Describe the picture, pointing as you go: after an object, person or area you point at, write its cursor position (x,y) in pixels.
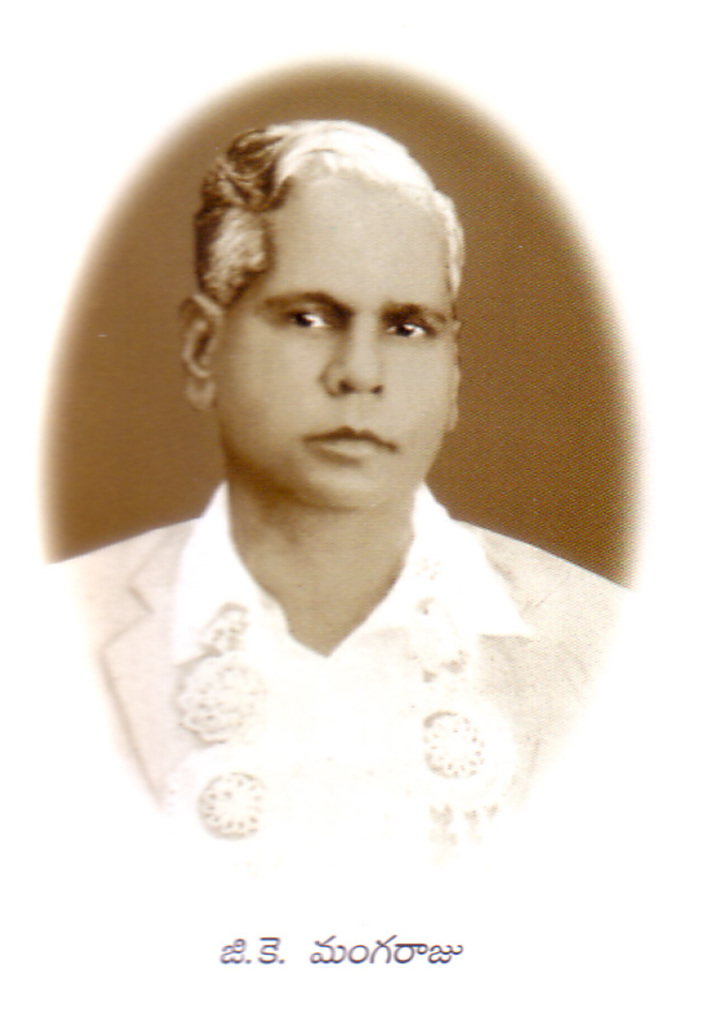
In this picture we can see a photo (244,377) of a man (210,396). At the bottom of the image (419,962) we can see text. In the background of the image (283,22) it is white.
